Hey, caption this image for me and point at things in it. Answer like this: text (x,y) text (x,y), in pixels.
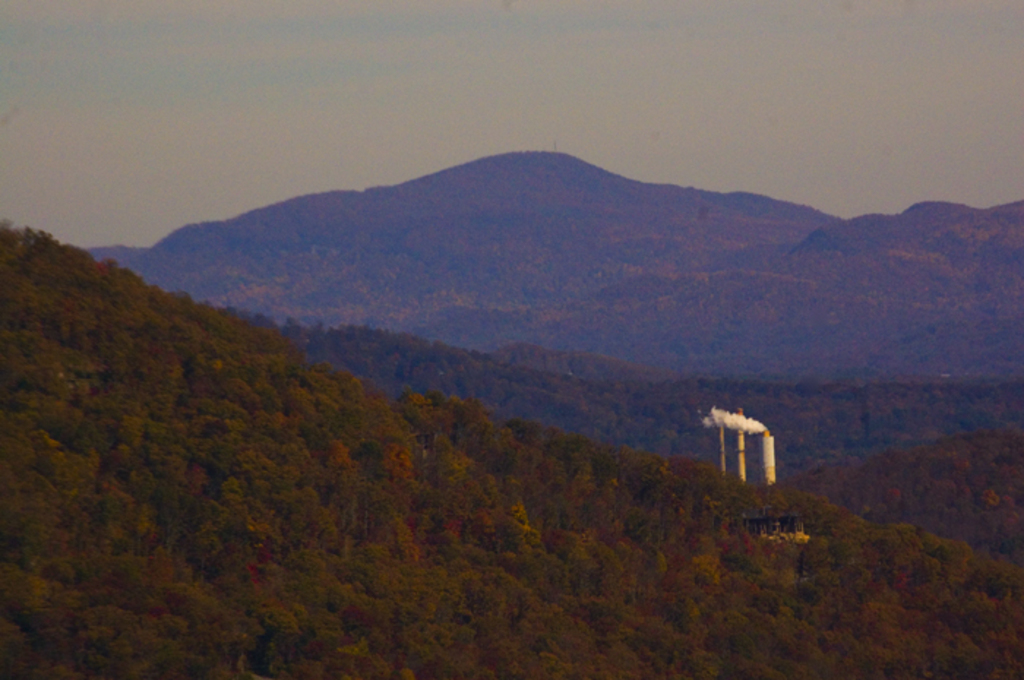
In this picture I can see factory (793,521). From the exhaust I can see the smoke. In the background (705,367) I can see many trees (418,320) on the mountains (418,320). At the top (601,50) I can see the sky (448,37) and clouds (334,28).
